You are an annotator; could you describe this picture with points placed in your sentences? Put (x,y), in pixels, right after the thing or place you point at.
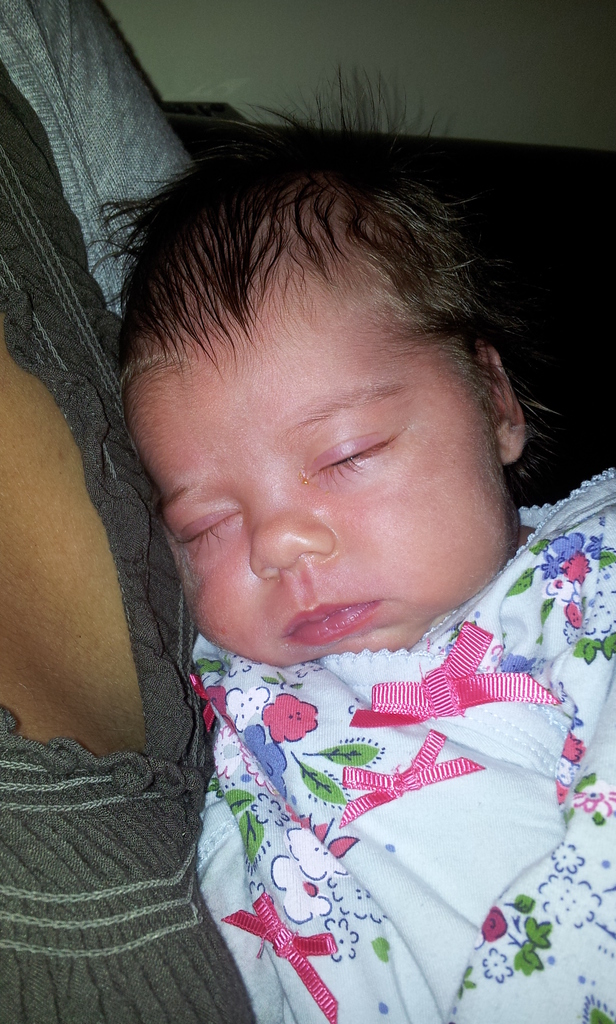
In this image I can see a baby (321,622) and the person (177,817) with the dresses (177,817). I can see the white and black background (393,36).
